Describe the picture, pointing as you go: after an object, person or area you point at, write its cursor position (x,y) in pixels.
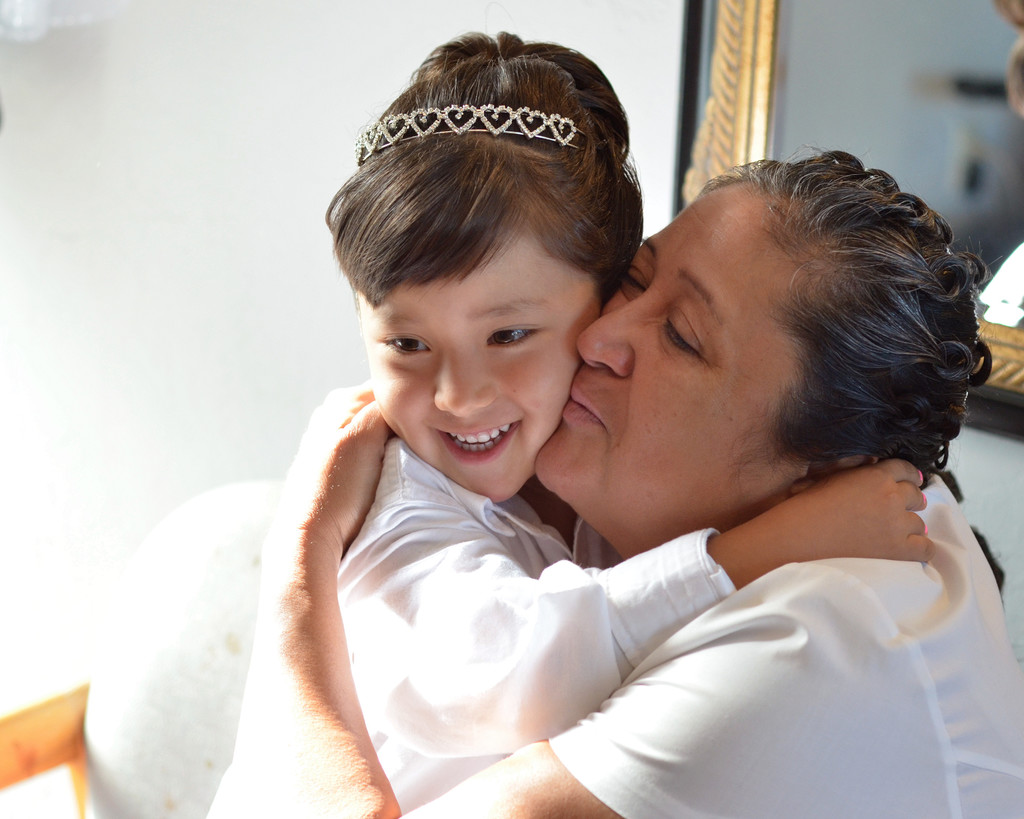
In this image, we can see a lady (680,350) holding a kid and in the background (698,52), there is a frame (689,67) on the wall (92,313).
